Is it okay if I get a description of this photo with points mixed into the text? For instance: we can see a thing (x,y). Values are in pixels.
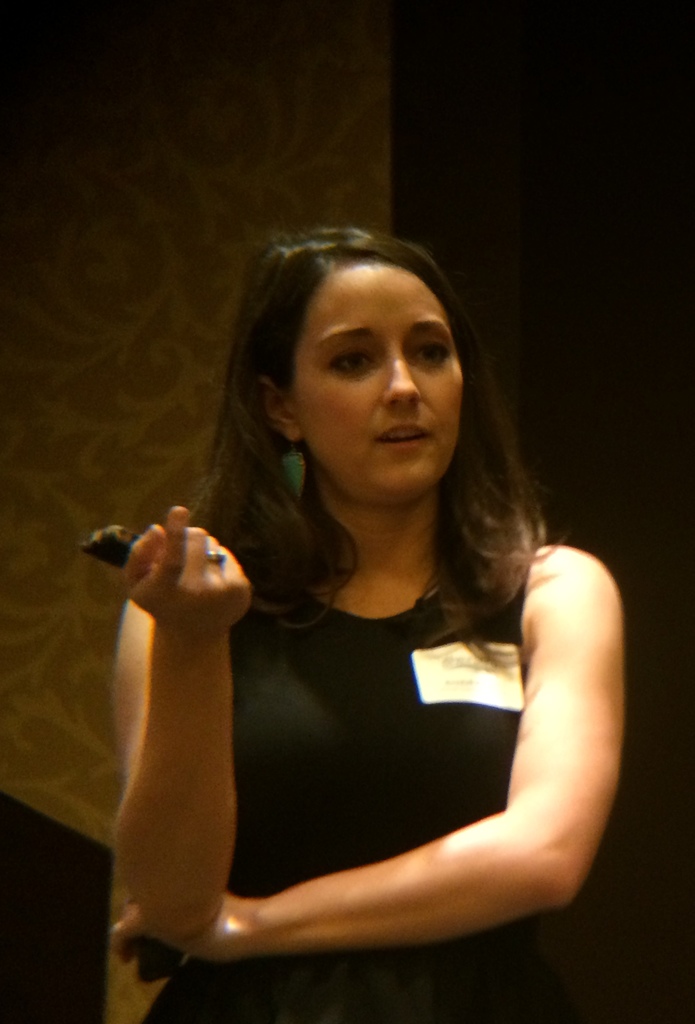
There is a woman (485,564) standing and holding mobile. On the background (291,206) we can see wall (432,195).
